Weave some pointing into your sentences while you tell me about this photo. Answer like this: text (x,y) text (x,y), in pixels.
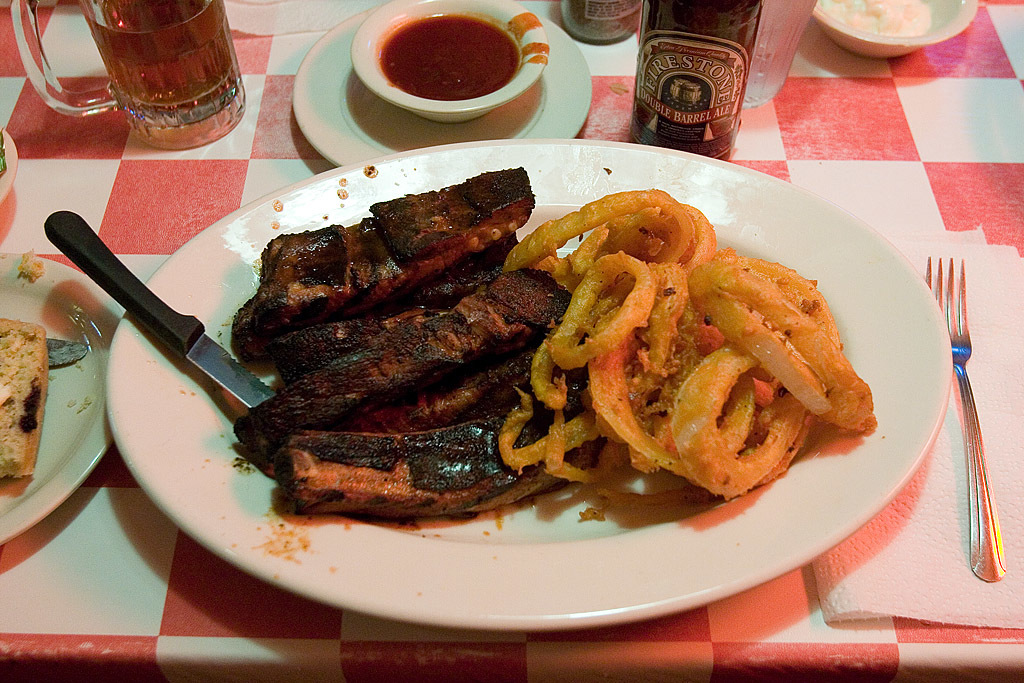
In this picture there is a plate (919,288) in the center of the image (503,384), which contains food items (391,361) and a knife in it and there is a tissue (969,246) and a fork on the right side of the image (989,324) and there are bowls (483,104), glasses (775,13), and a bottle (752,41) at the top side of the image (456,120), there is another plate (44,298) on the left side of the image (82,390).
